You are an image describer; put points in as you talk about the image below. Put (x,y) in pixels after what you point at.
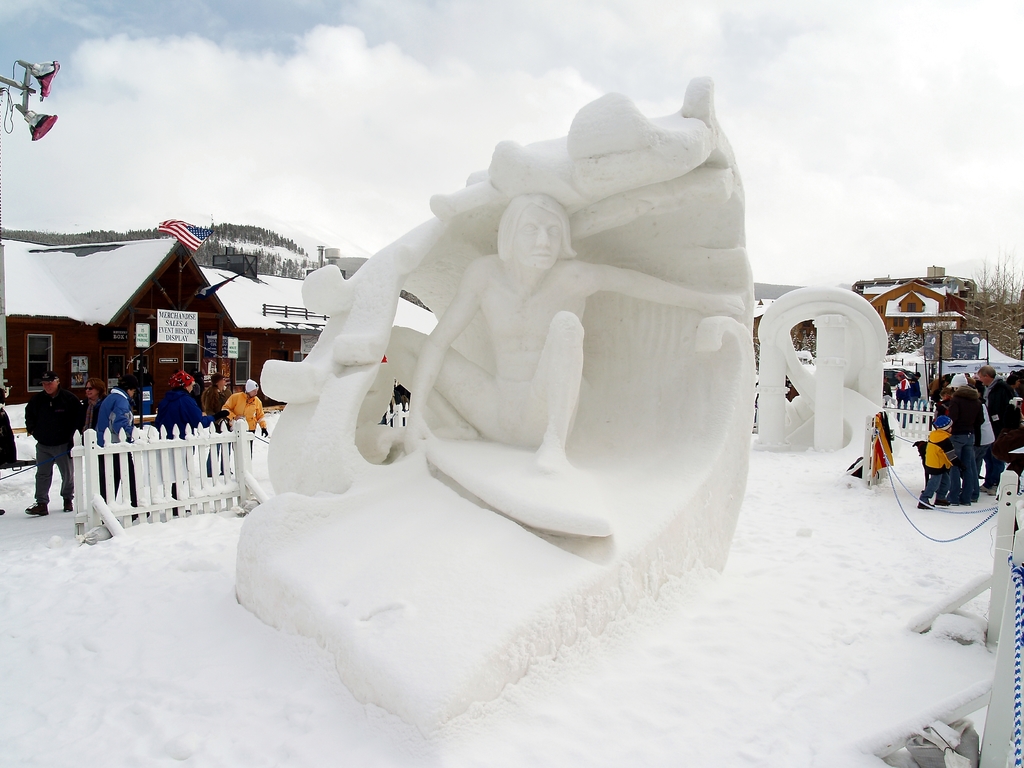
In this image we can see a sculpture (538,297) made of snow (476,445), in the background (139,353) there is a building (182,274) with a flag (185,224) on it, fence (167,484) and some people (100,406) are standing in front of the building (139,387) and at the right side of the picture (961,412) there is another sculpture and a few people (961,426) are standing and there is a house (921,312) and a sky (820,151) on the top (464,54).
